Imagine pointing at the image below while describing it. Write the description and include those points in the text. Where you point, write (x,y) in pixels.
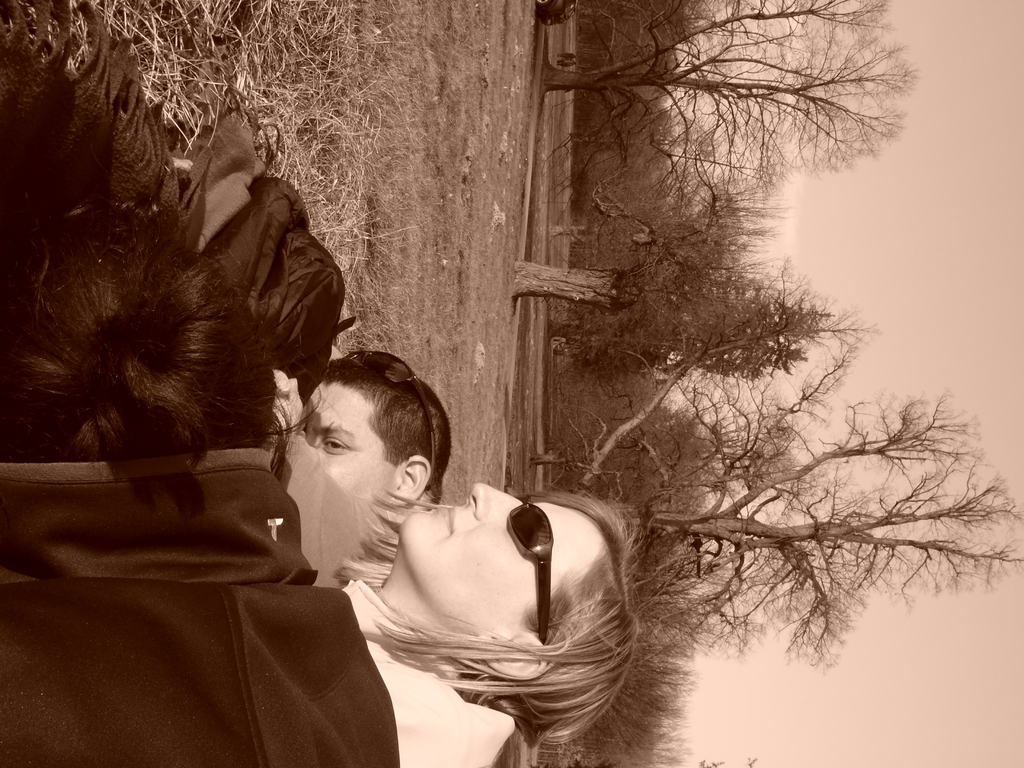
It is a black and white picture. On the left side of the image (250,591), we can see two persons (212,601) are upright and one person (409,651) is lying and they are in different costumes (204,518). Among them, we can see one person (488,548) is wearing glasses (516,534). And we can see clothes (202,499) and a few other objects (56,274). In the background (860,308) we can see the sky (907,689), trees (716,555), grass (460,272) and a few other objects (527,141).
